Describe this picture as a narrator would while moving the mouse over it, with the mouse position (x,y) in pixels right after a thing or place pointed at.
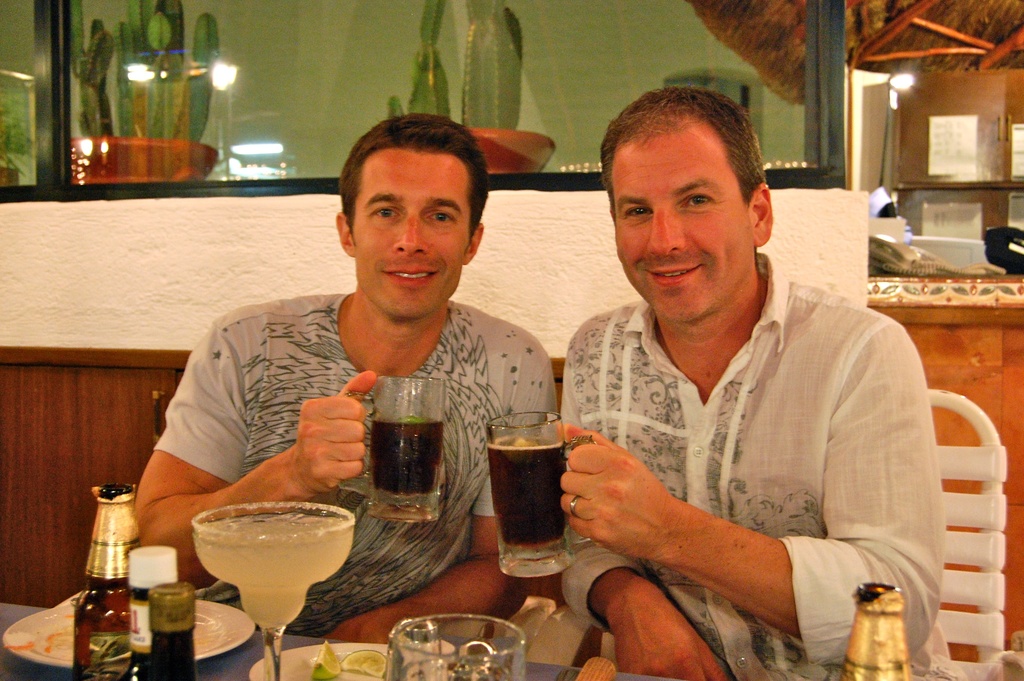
In this image there are two persons (347,472) clinking glass (429,436) and at the bottom of the image (252,566) there is a bottle (126,589) and glass (317,570) and at the top of the image (544,60) there is a window (351,139).
